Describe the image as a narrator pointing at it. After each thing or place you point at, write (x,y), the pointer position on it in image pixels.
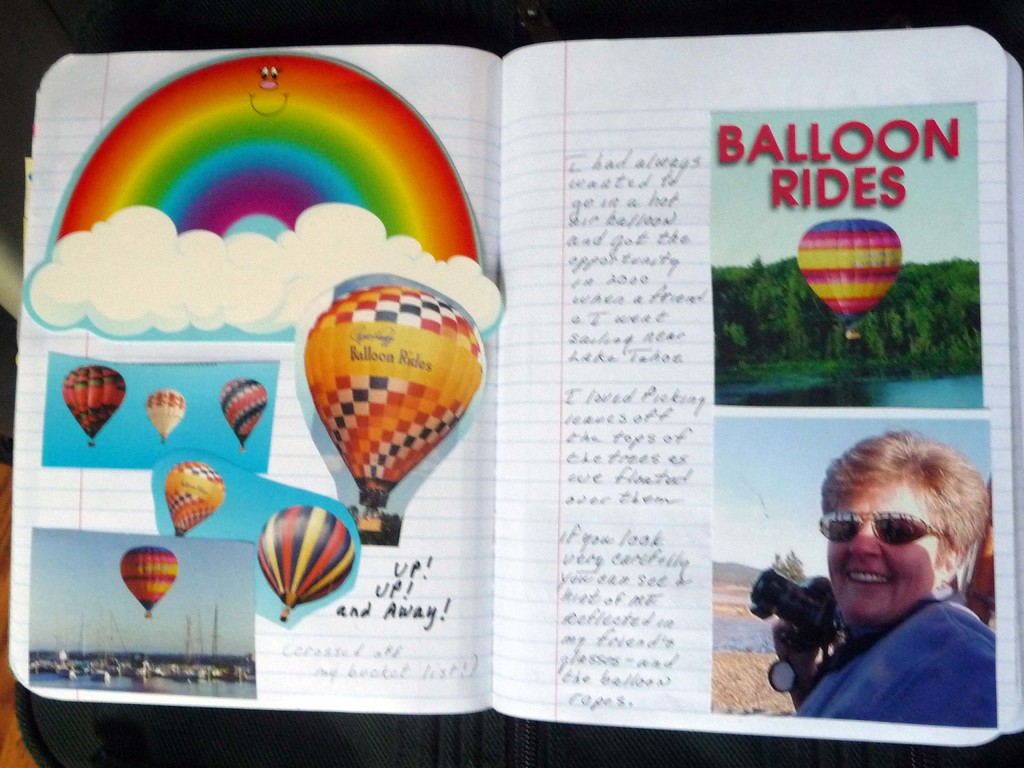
In this image I can see a book (727,689) on which we can see some text (603,652) and photos (852,452).
